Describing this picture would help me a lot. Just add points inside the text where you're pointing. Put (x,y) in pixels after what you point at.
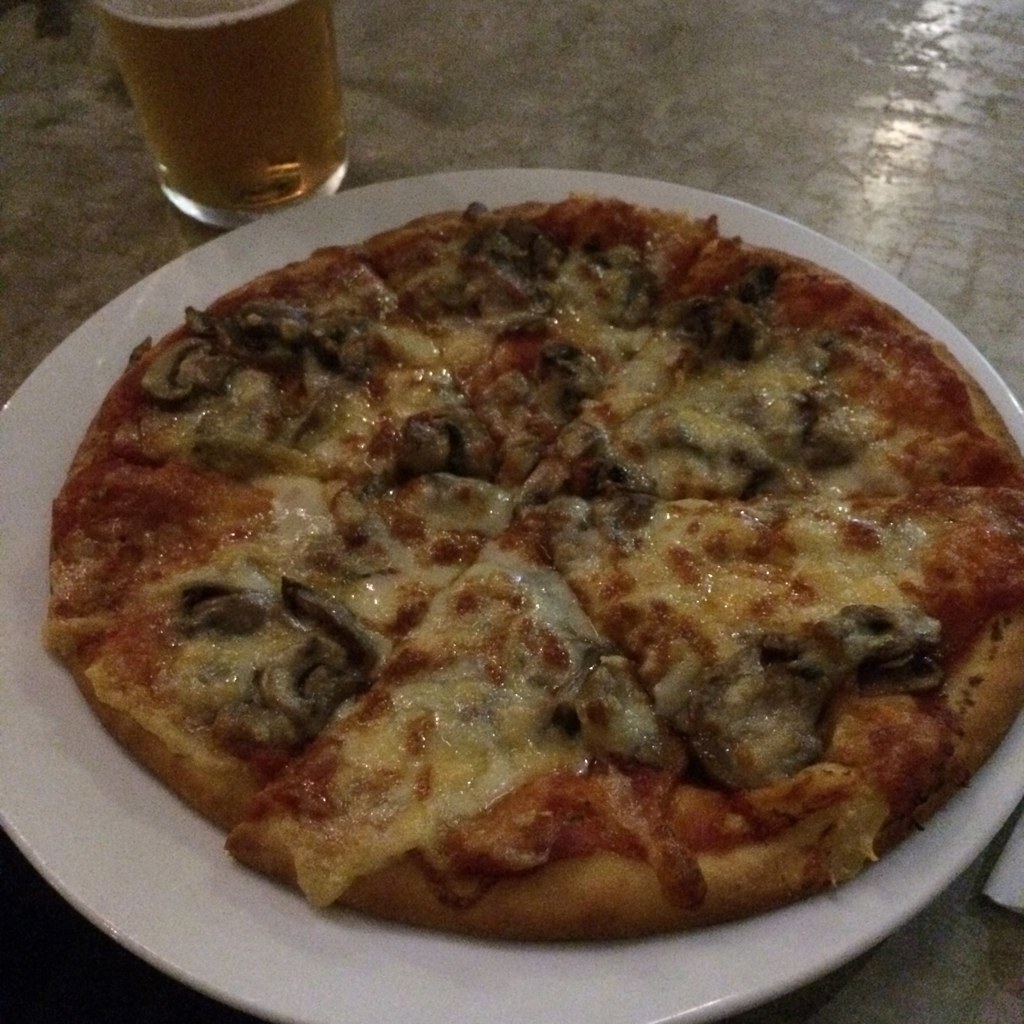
On the platform (904,219) there is a plate (950,867) and glass (307,165). In the glass (200,51) I can see liquid (303,153). On the plate (53,774) there is a pizza (910,761).
